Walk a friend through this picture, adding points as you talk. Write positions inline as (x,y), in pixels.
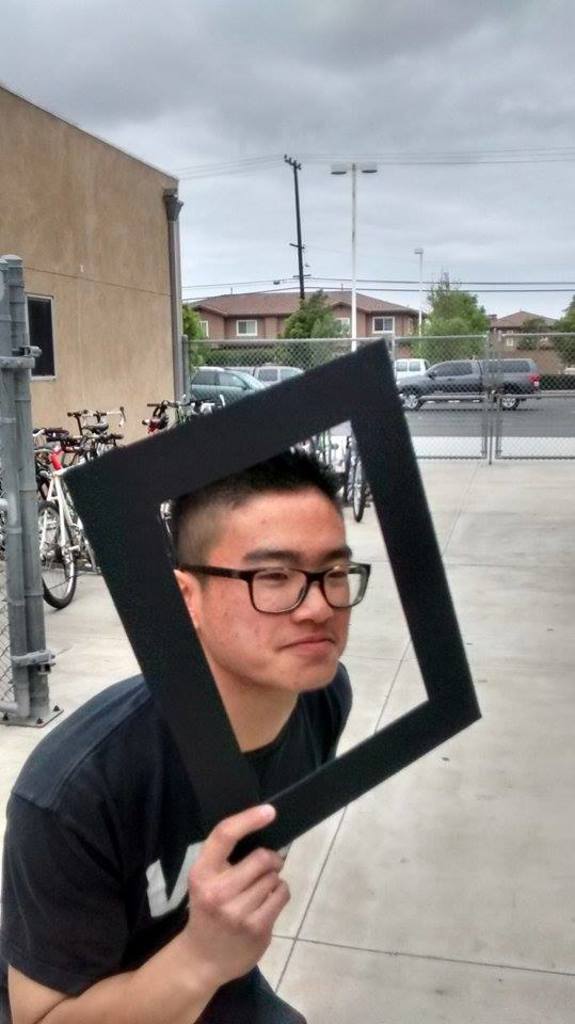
This image consists of a man (238,631) holding a frame (129,507). At the bottom (501,919), there is a road (470,506). In the background (43,433), there are cycles (146,417) along with a gate (459,413). At the top (265,83), there are clouds (307,93) in the sky (369,104).
